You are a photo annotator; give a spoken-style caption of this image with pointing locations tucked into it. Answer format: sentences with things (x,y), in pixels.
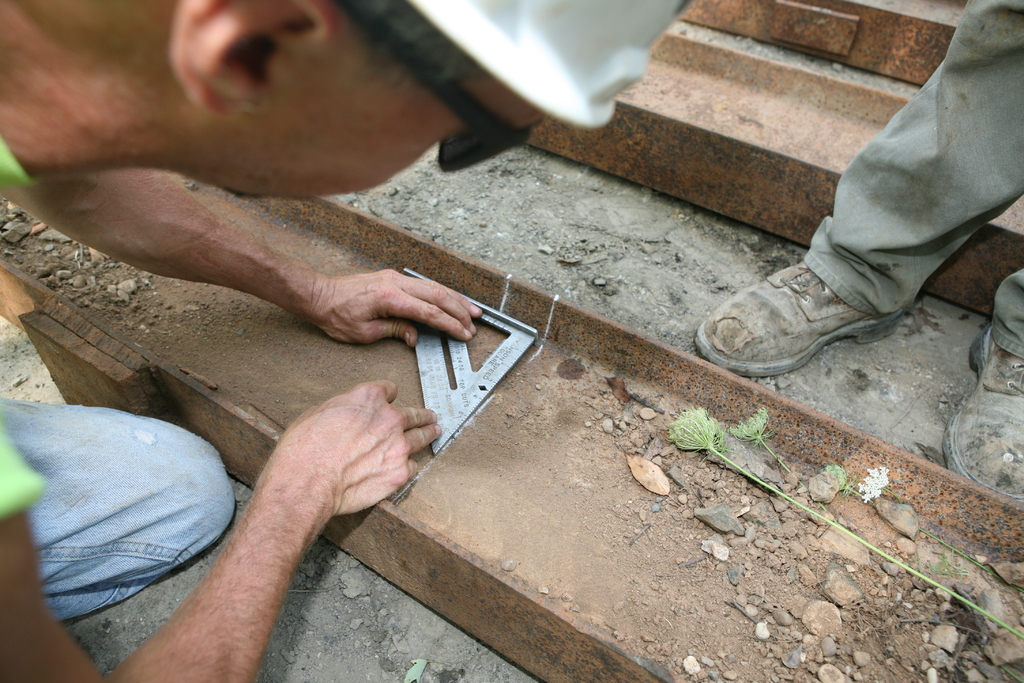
In this image there are few steel materials (573,517) on the land (349,660). On the steel material (595,480) there are few rocks (760,536) and plants (840,492). Left side (341,456) a person (326,58) is holding the scale (435,401). He is wearing a cap (505,58). Right side (1006,85) there is a person (837,291) standing on the land (871,397).
